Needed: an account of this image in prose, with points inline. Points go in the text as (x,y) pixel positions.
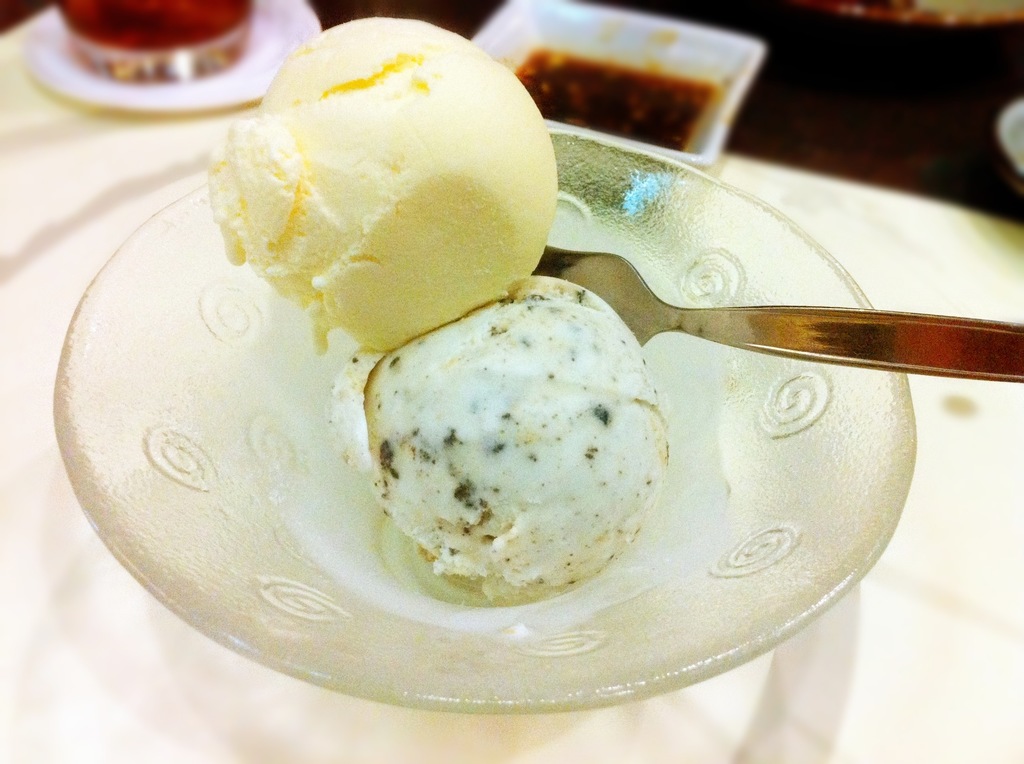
In the foreground of this image (729,394), there are ice creams (512,423) in a bowl (757,357) along with a spoon (942,352) on a table (921,631). At the top (667,37), there is a white bowl (601,28), saucer (290,25) and a glass (167,32) on the table (30,134).
